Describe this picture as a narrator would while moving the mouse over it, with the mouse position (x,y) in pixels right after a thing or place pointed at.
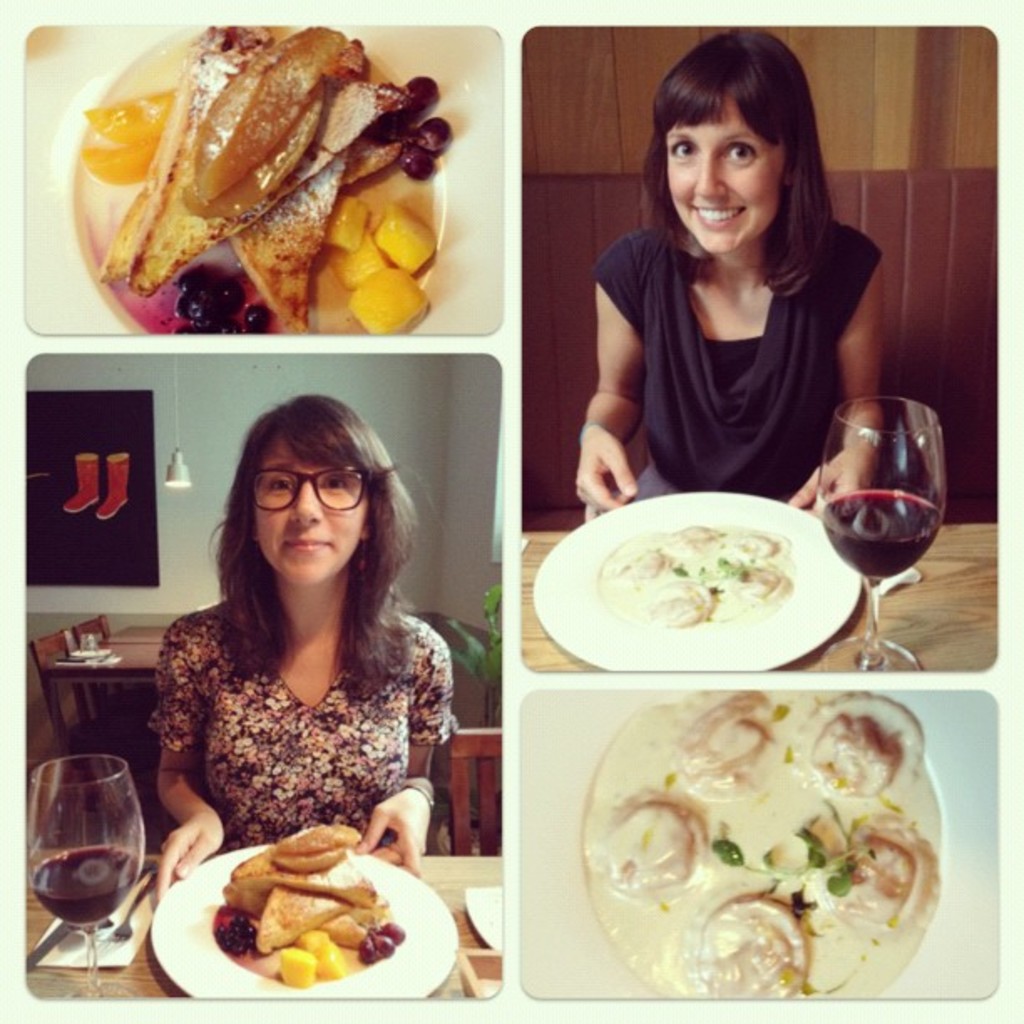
It is the collage of four images. On the left side (258,773) bottom there is a woman (308,679) sitting in the chair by holding the plate (189,917). In the plate (318,933) there is food (270,917), Beside the plate (175,913) there is a glass (90,870). At the top (161,230) there is a plate (199,135) full of food (225,162). On the right side (787,374) there is another girl (694,489) who is holding the plate (665,630). Beside the plate (811,578) there is a glass (857,555). At the bottom (746,844) there is some food stuff (760,864).
